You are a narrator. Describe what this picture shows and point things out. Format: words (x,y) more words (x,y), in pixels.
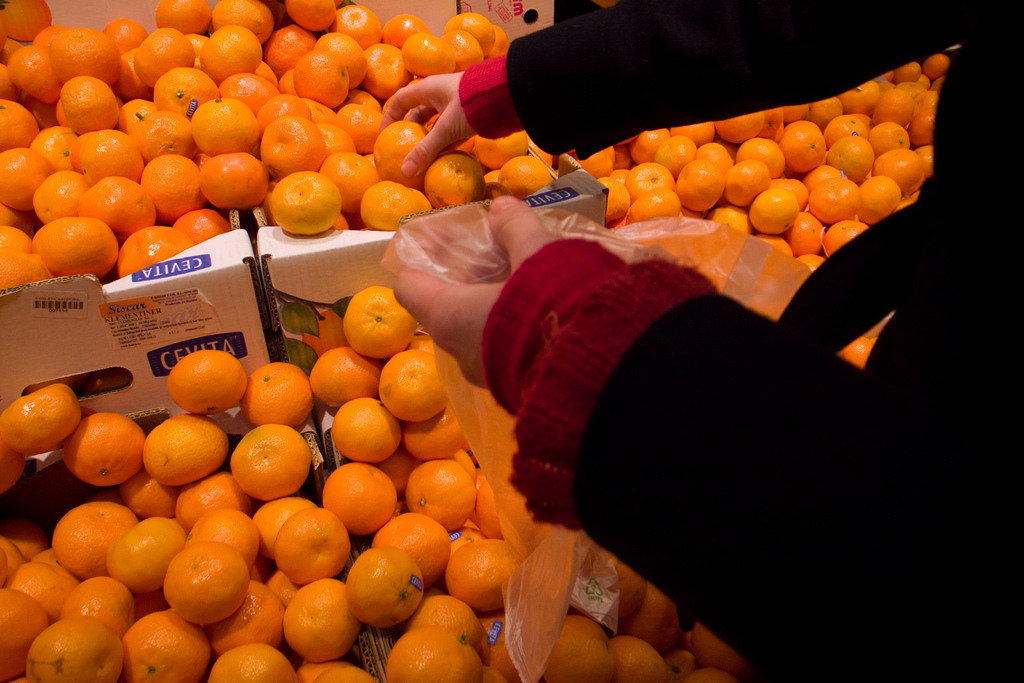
As we can see in the image there are fruits (141,680) and a person (915,317) standing on the right side (888,278).
